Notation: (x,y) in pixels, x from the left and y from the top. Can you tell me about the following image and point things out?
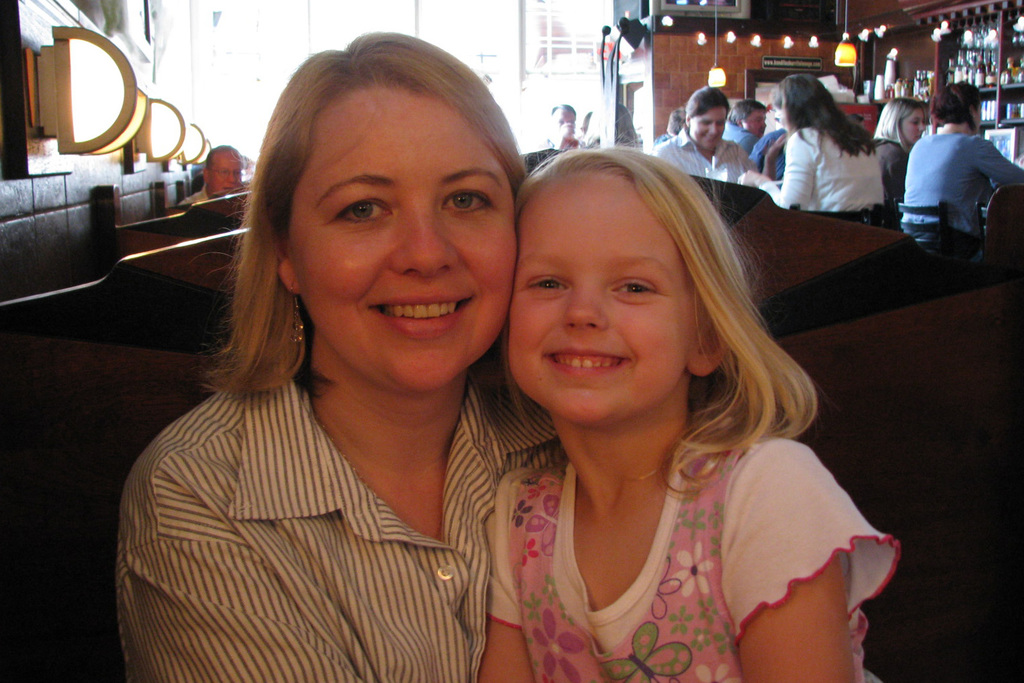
In this image, there are a few people (679,601) sitting. We can see the wall (36,255) with some objects (110,46). We can also see some lights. We can see some shelves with objects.
